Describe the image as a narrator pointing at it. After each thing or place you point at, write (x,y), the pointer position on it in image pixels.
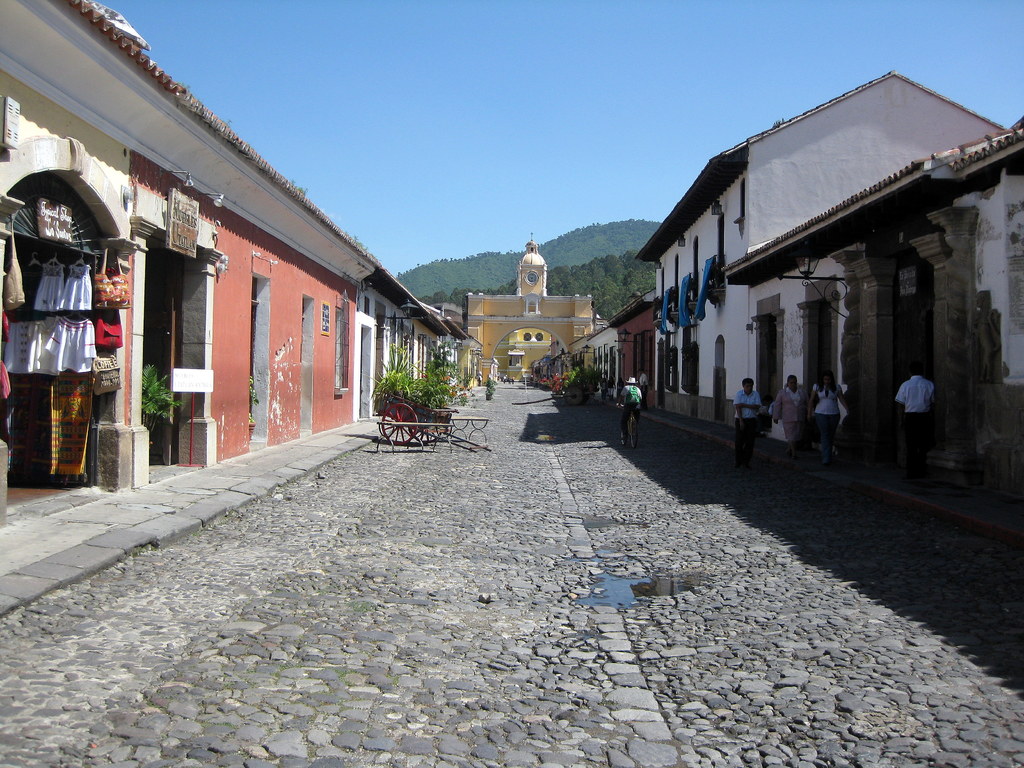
In the picture we can see a rock tiles pathway (566,643) and on the other sides on the path (443,477) we can see houses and shops (331,410) and we can also see a cart (401,406) and some plants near to it and in the background (485,363), we can see a gateway (480,326) and behind it we can see hills (441,297) with trees (556,255) and sky (532,237) and near the houses (1011,429) we can also see some people (923,463) are walking.
